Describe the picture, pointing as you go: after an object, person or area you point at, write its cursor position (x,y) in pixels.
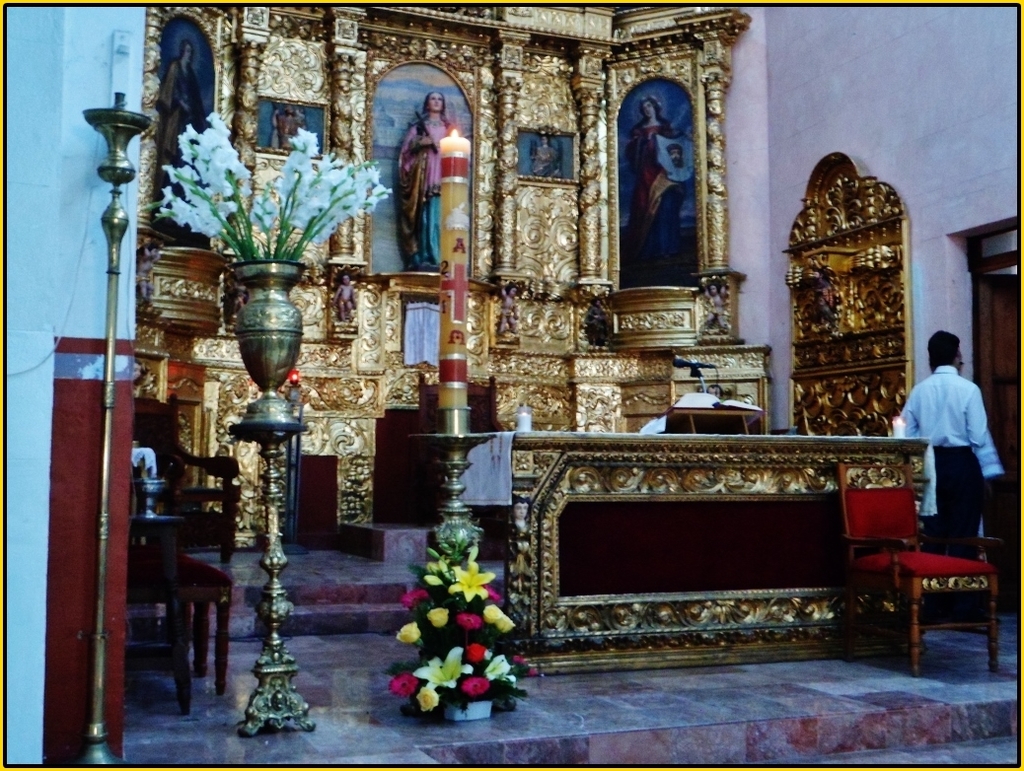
In the foreground of this image (512,618), there are few flower vases (278,239), a candle (450,363) and few stands (106,476). On the left (48,220), there is a wall (28,207). On the right (699,467), there is a chair (860,491), desk (758,466), book holder (695,416), mic (690,362) and the people (947,441) on the right side (957,398). In the background (503,87), there are sculptures (428,99) and the gold color sculptured wall (561,245).
